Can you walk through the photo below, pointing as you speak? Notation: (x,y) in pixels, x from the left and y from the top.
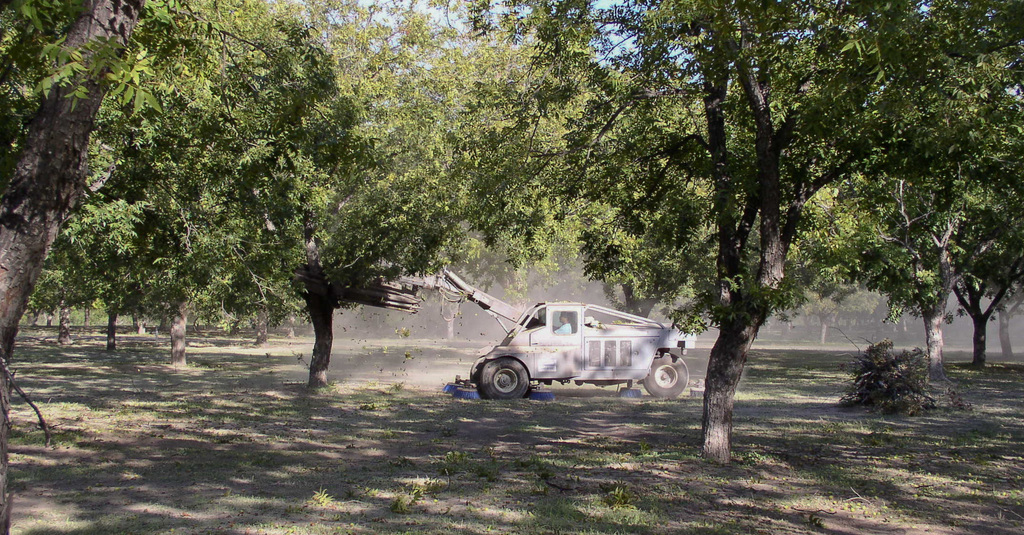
In the center of the image (527,350) we can see a man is driving a vehicle (517,327). In the background of the image (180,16) we can see the trees (601,269). At the bottom of the image (396,485) we can see the ground (477,448), plants (610,493) and dry leaves (900,371). At the top of the image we can see the sky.
